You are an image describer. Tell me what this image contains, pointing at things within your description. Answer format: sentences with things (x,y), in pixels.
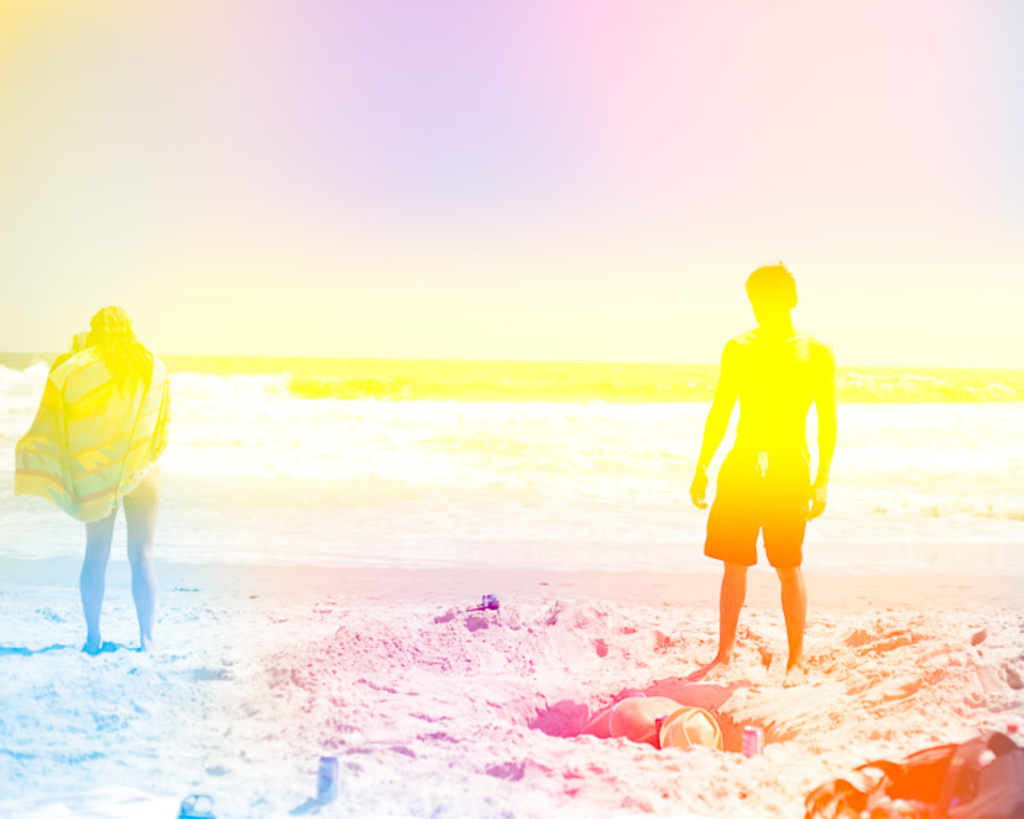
This is an edited image. In this image we can see persons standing on the seashore (753,815), backpack (963,794), hats (689,734), beverage tins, sea (479,479) and sky (370,190).
